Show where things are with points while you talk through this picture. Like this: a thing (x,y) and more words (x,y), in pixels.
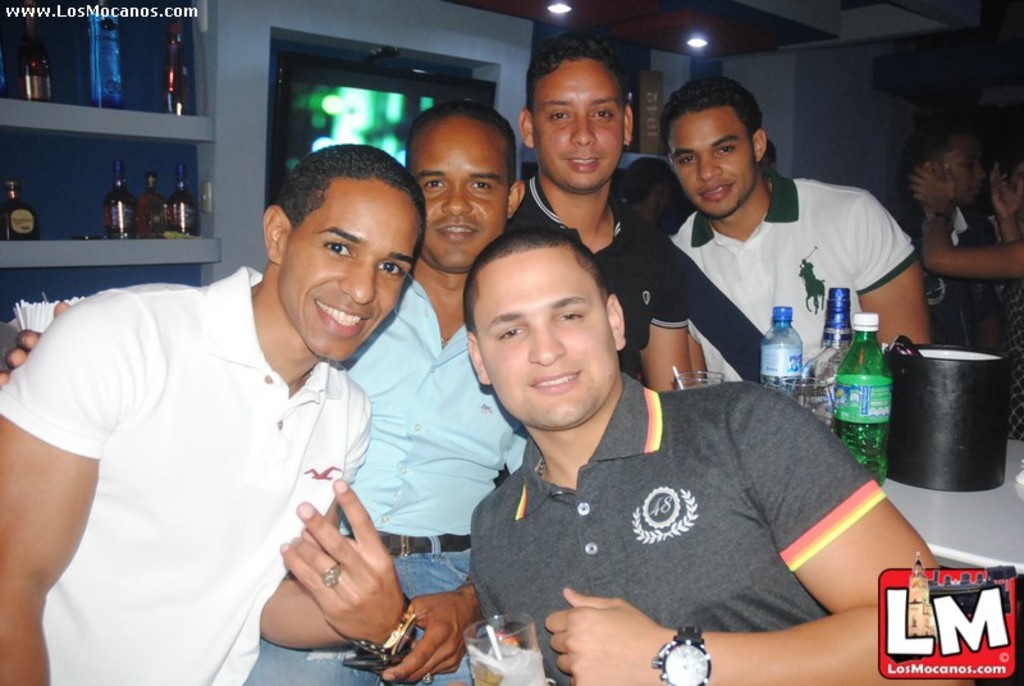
In this image it seems like there are group of people (414,522) who are posing for a picture. At the background (173,68) there are glass bottles (158,225) which are kept on shelves (95,185). To the right corner (1000,512) there is a table (981,536) on which there are bottles (855,371), cool drink bottles (875,385) and glass (692,378). The man (611,455) in front of the picture is holding a glass (471,627) in his hand (571,590) and wearing a watch (696,662) to his left hand (617,650).
